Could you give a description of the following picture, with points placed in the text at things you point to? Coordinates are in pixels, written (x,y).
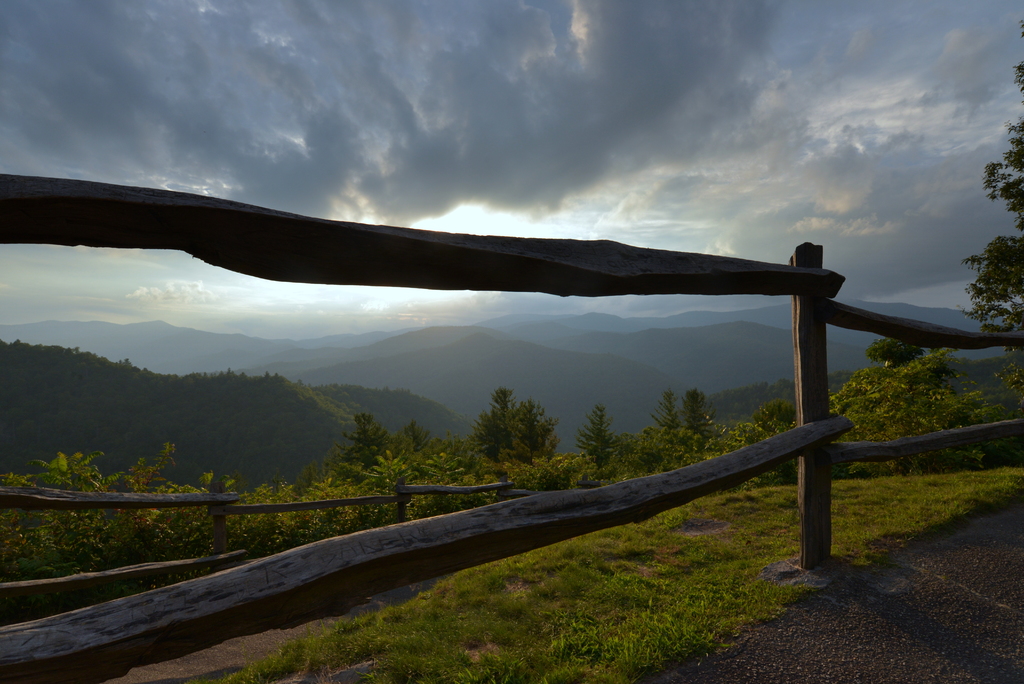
In this image I can see the wooden fence (462,533) and many trees (573,473). In the background (318,448) I can see the mountains (555,391), clouds (574,155) and the sky (617,157).
